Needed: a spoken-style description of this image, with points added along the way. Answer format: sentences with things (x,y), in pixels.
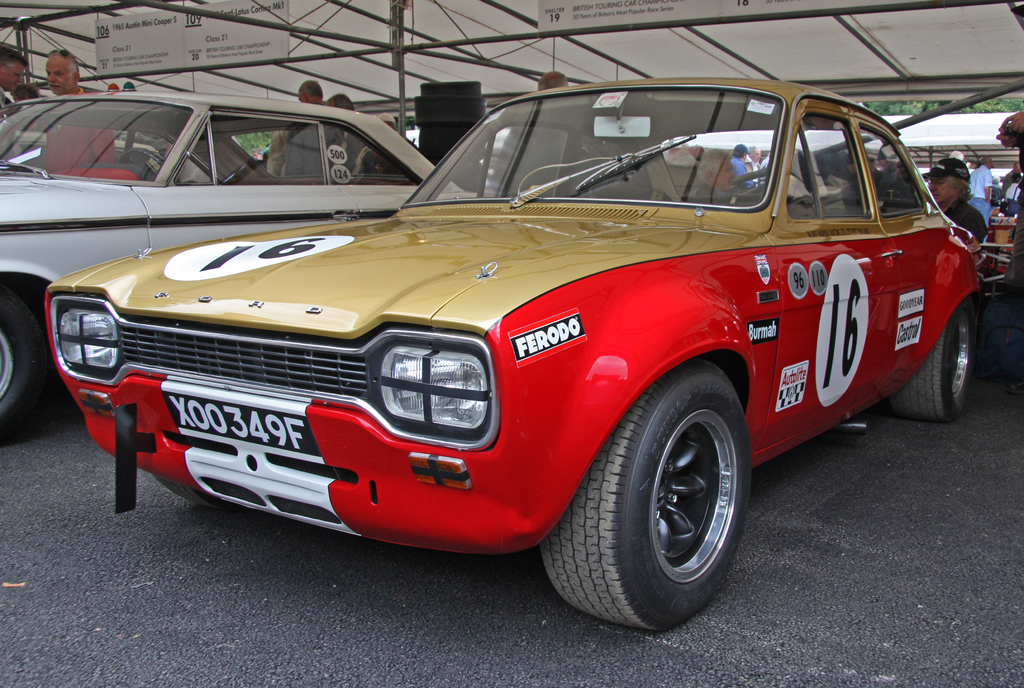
In this image we can see two cars (723,377). One is in white color, the other one is in golden and red color. Behind them people (14,76) are standing and sitting. The cars (301,205) are under white color shelter (488,48).
